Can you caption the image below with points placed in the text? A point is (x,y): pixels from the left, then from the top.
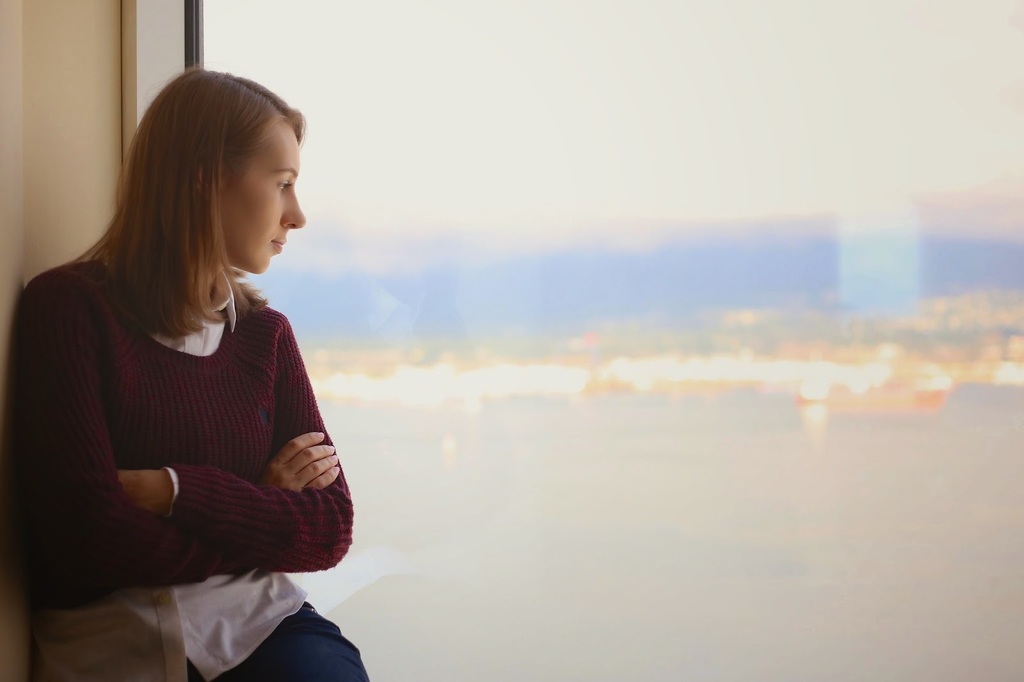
Here in this picture we can see a woman (179,284) standing over a place and we can see she is wearing a sweater (83,404) on her and she is seeing through the glass window (419,339) present and outside the window (320,379) we can see water (694,483) present all over there and we can also see other things (618,381) in blurry manner.
